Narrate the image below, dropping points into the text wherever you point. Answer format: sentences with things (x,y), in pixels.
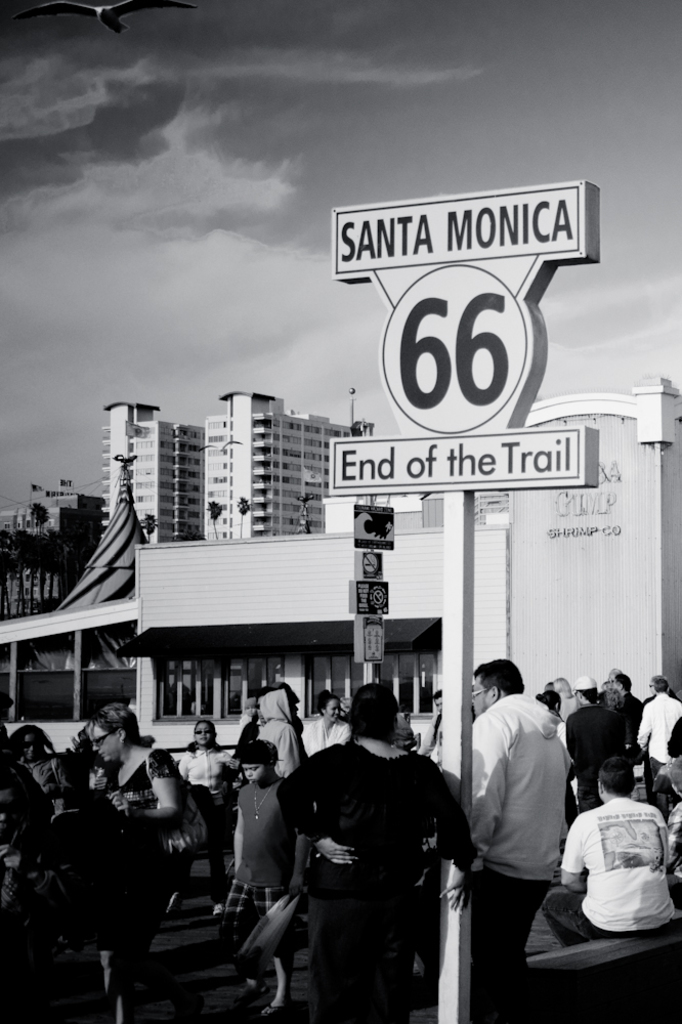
It is a sign board (565,253), in the down side a man (502,746) is standing, he wore a coat (487,758), beside him. There is a woman (403,787) standing, few other persons (37,824) are also there. At the top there are buildings (184,506).
